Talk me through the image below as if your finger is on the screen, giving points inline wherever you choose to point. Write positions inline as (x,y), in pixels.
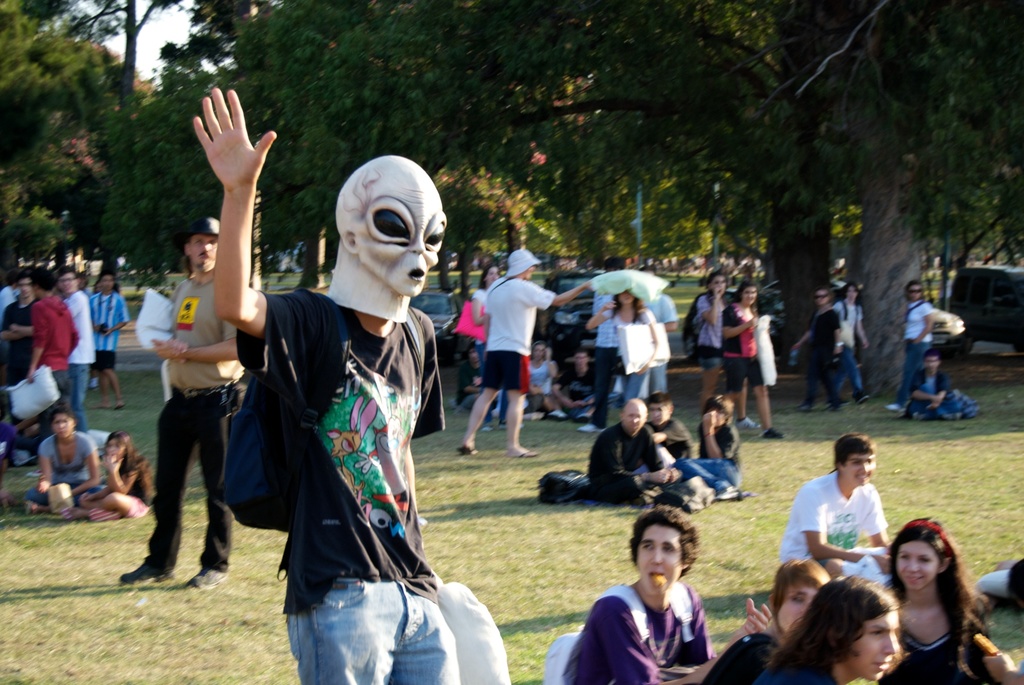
In the center of the image (363,432) we can see a person (361,502) is standing and he is wearing a bag (238,447) and he is in a different costume (294,302). And we can see he is wearing a mask (402,278). On the right side of the image (882,632) we can see a few people (818,656) are sitting and they are in different costumes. Among them, we can see a few people (923,626) are smiling and a few people (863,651) are holding some objects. In the background (631,177), we can see the sky (110,38), trees (339,58), grass (817,445), vehicles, few people (72,435) are sitting, few people (765,409) are standing, few people (231,417) are holding some objects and a few other objects (956,324).
